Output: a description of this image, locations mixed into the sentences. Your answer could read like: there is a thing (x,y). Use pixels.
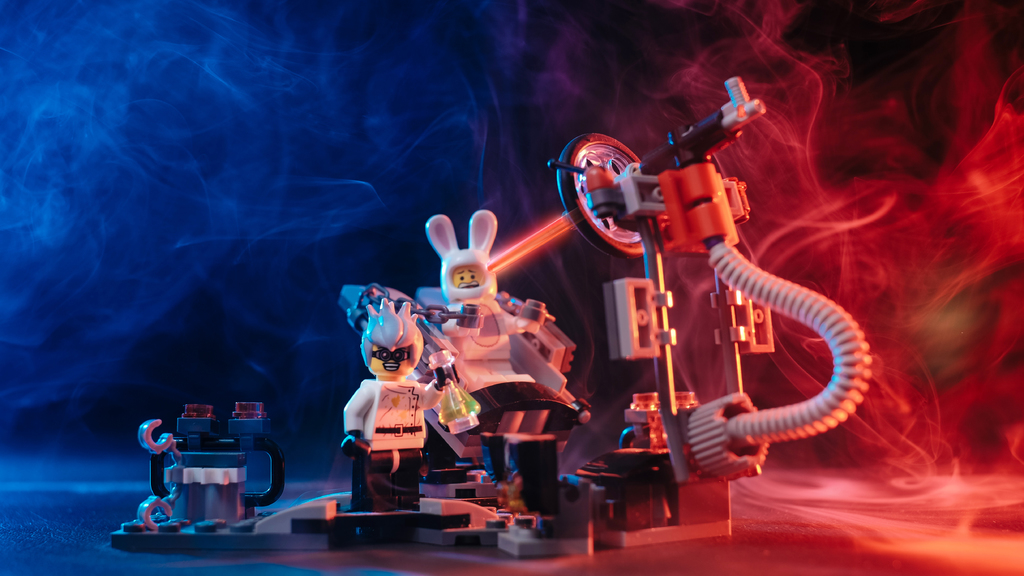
In this picture we can see few toys (538,437) and smoke (874,241).
